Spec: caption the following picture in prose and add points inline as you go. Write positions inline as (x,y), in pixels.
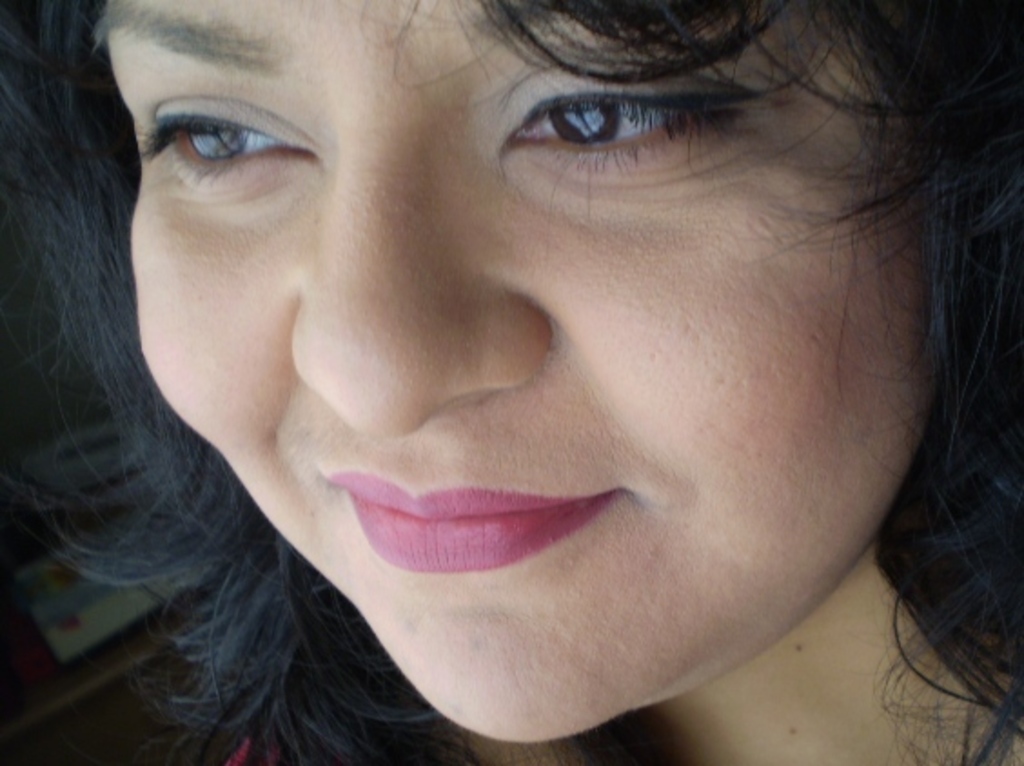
This image consists of a woman (318,590).
